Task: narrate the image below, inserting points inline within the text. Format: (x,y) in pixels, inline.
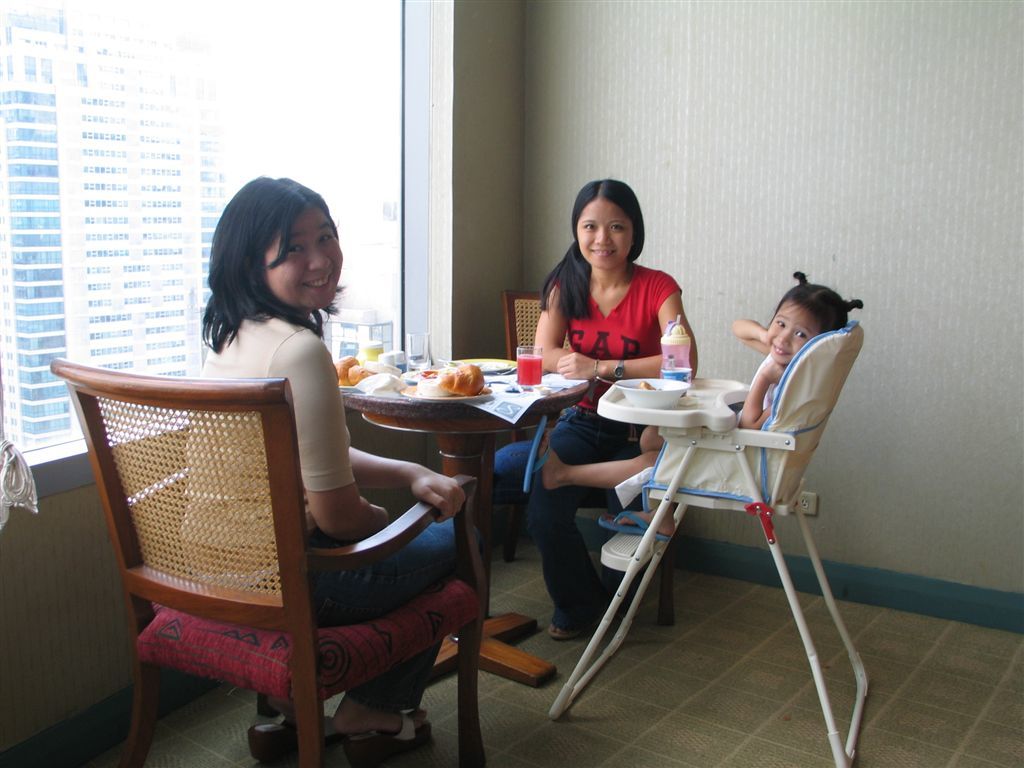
As we can see in the image there is a white color wall (957,231), a building (97,193), window (396,153) and three people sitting on chairs (653,529) and there is a table (504,429). On table (415,422) there is a plates (466,394), glass (530,376) and some food items (436,375).
